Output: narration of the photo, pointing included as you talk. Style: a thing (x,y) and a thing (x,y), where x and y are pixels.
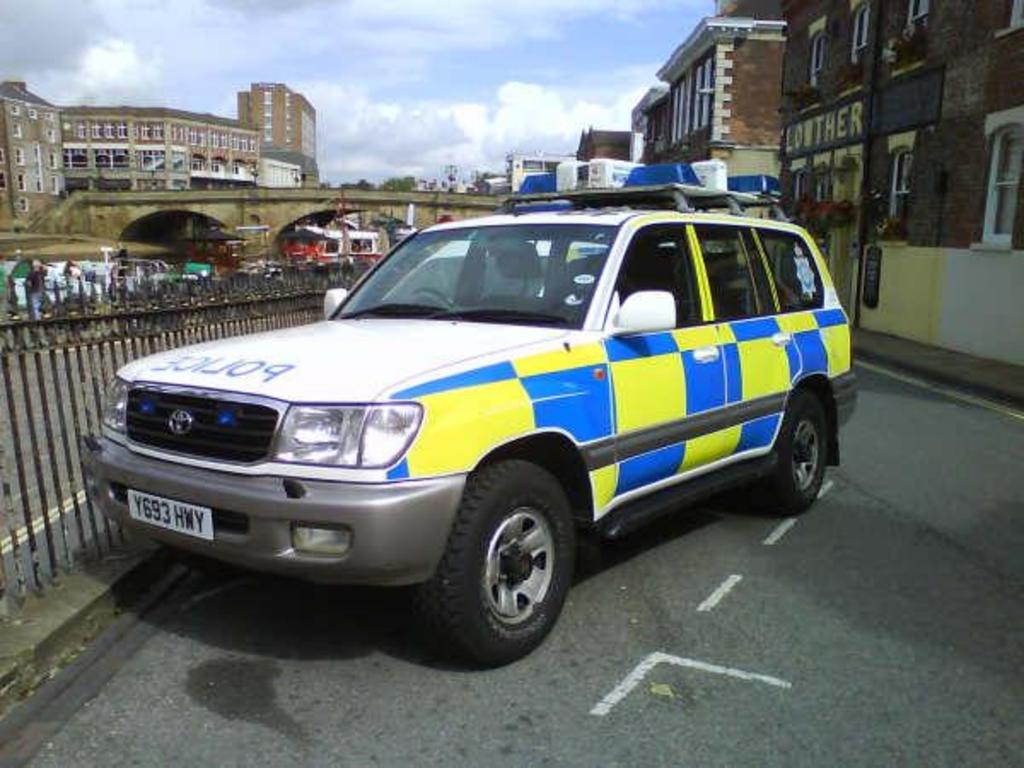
In the image we can see there is a vehicle (749,348) parked on the road (853,430) and behind there are buildings (62,167).
